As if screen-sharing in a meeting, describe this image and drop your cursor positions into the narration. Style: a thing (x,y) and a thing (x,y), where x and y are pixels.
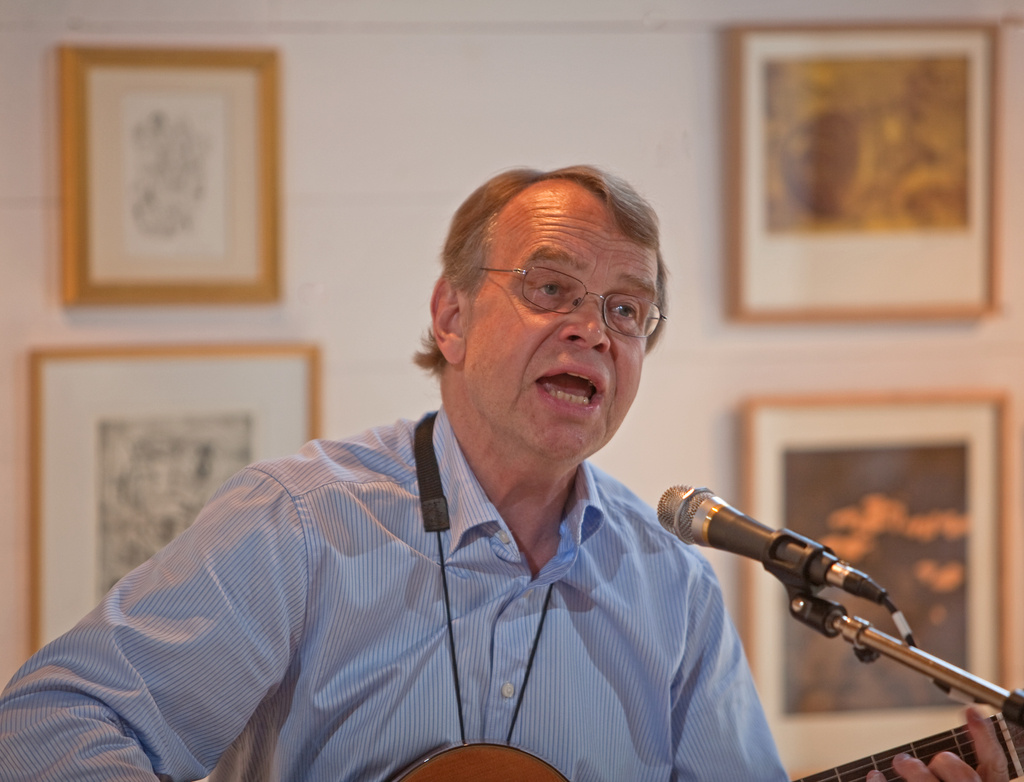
In the center of the image (498,445) we can see a man (419,561) standing and holding a guitar (887,753), before him there is a mic (706,540) placed on the stand (850,639). In the background (863,479) there are wall frames (874,443) placed on the wall (402,259).
